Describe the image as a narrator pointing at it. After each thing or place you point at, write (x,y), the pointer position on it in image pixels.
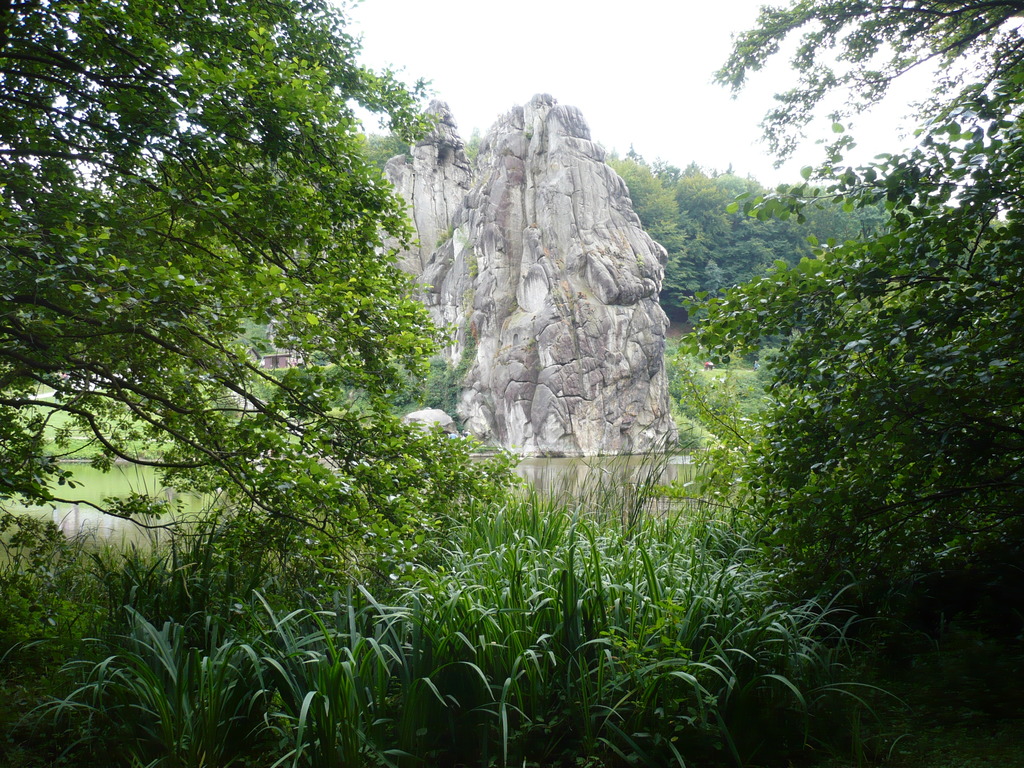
In this image we can see rocks (504,337), water (85,518), trees (442,462), bushes (261,615) and sky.
